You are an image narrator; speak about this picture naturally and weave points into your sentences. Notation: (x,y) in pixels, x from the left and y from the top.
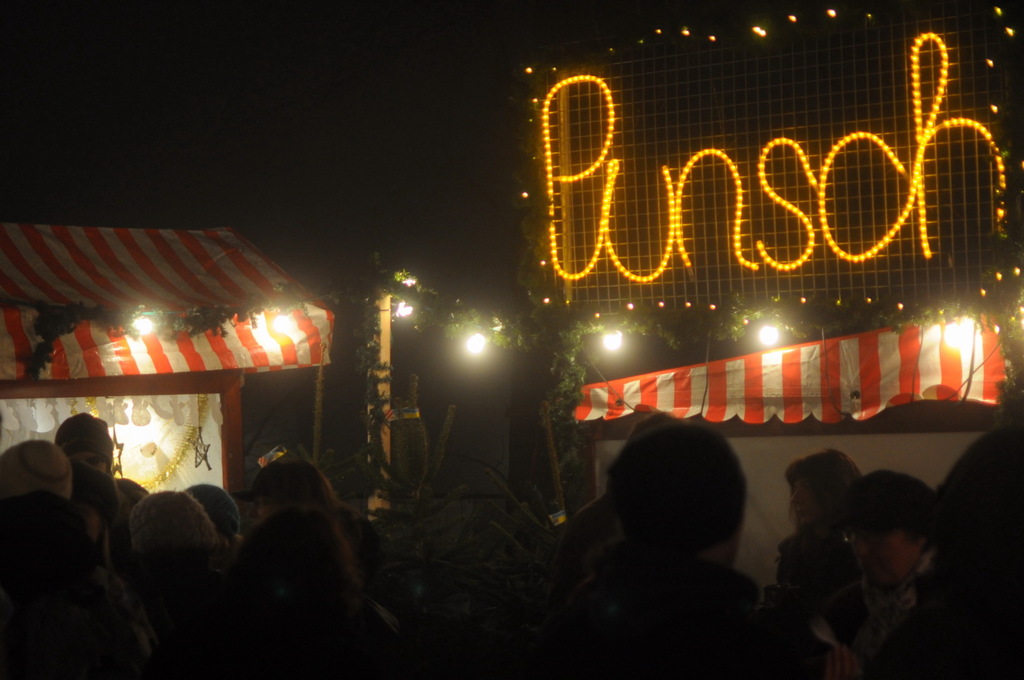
In this image we can see people (622,627), plants (404,585), tents (32,242), pole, lights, and letters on the mesh (969,58). There is a dark background (425,60).
